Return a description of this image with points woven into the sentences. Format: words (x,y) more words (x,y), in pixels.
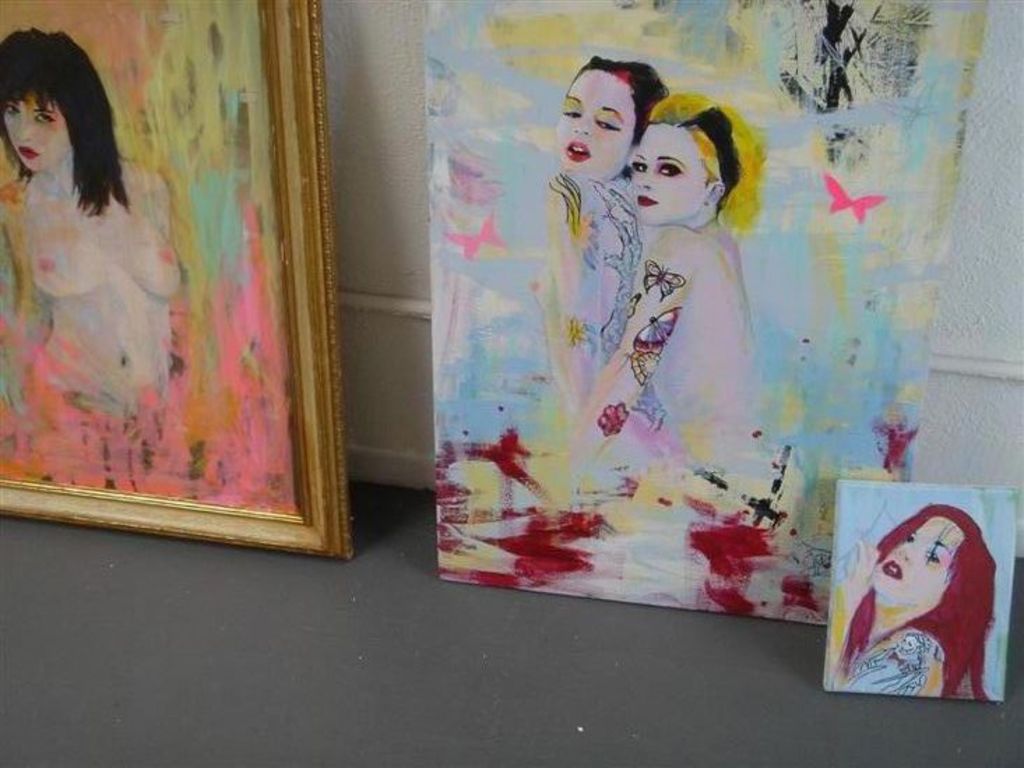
As we can see in the image there is a white color wall (375,311) and frames (210,229). On frames (785,501) there are few people (932,648).
